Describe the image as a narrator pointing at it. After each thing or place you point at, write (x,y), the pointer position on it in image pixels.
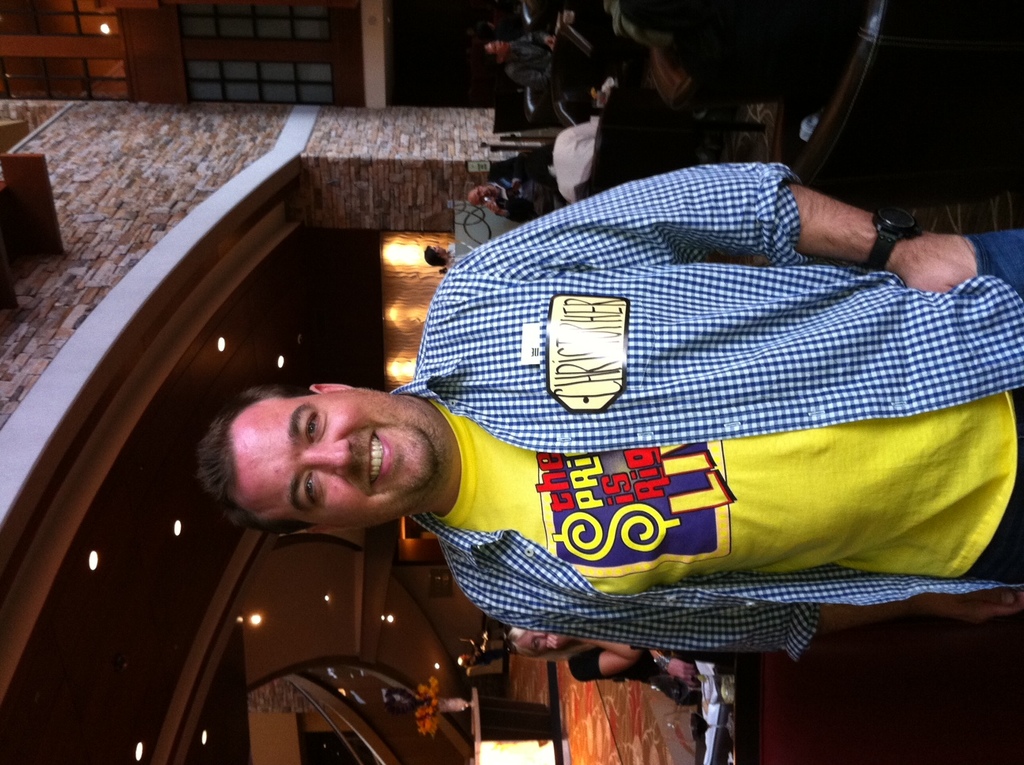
In this picture we can see a person (622,512) with yellow color T-Shirt (569,503) and blue color shirt (696,285) and a watch (893,232) to his hand (803,225) and back of him we can see some people (581,140) sitting on the chair (568,151) and background (109,205) we can see building (122,188) with windows (223,67), lights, flower vase (449,708), table (510,726) and floor (565,703).
